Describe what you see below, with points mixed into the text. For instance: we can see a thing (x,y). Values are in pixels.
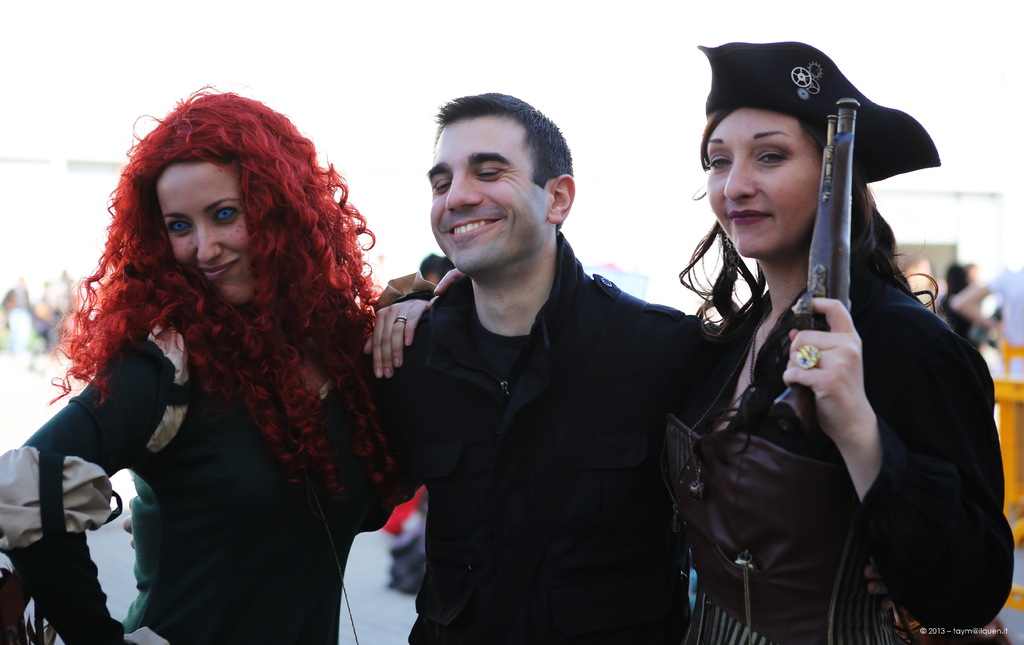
This image consists of three persons (569,380) wearing a black dress (574,449). On the left (289,422), the woman (185,440) hair (121,257) is in red color. On the right (837,390), the woman (771,199) is holding a gun (795,385). In the background (52,305), there are many people (37,307). At the top (404,61), there is sky (408,43). At the bottom (369,617), there is a road (357,621).
